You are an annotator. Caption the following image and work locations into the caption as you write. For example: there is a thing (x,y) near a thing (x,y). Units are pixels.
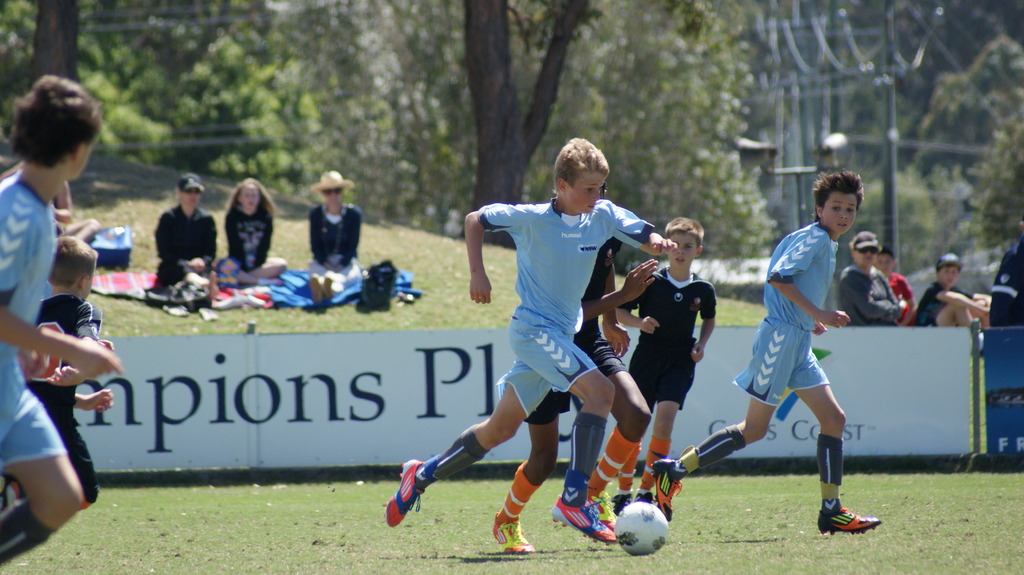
This picture describes about group of people (807,355), these boys (586,264) are playing game in the ground (280,495), we can see hoarding (275,373), seated people (203,233), poles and couple of trees (388,84).
